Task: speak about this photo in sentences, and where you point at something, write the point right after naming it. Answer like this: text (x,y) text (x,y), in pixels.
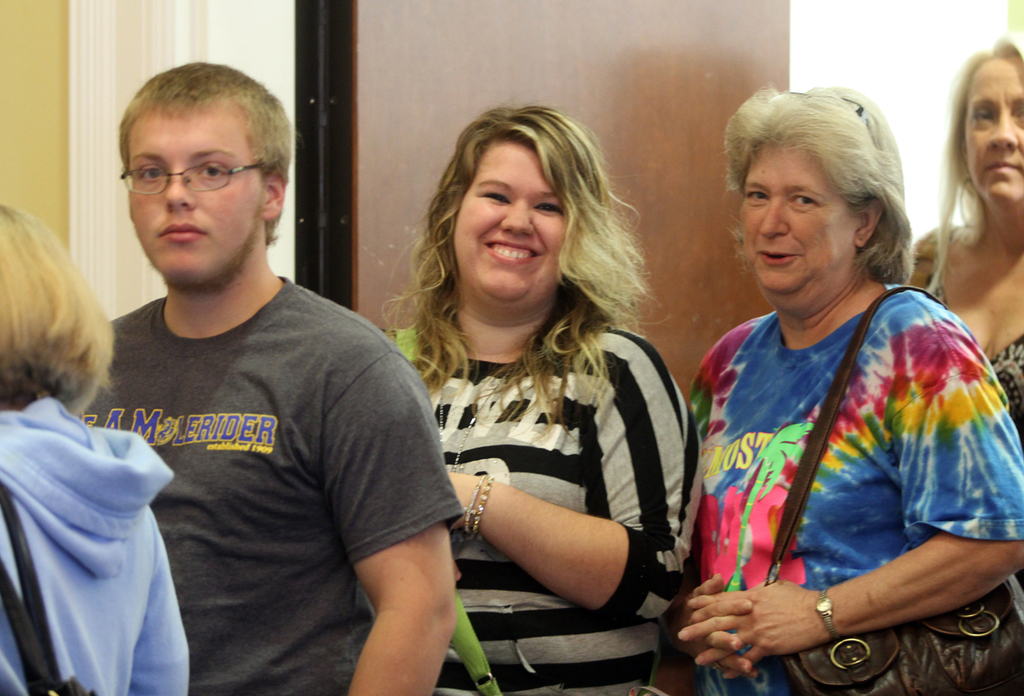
In this image there are a few people (442,239) standing, some with a smile on their face (549,212), behind them there is a wall (292,114) and a wooden door (694,99).
